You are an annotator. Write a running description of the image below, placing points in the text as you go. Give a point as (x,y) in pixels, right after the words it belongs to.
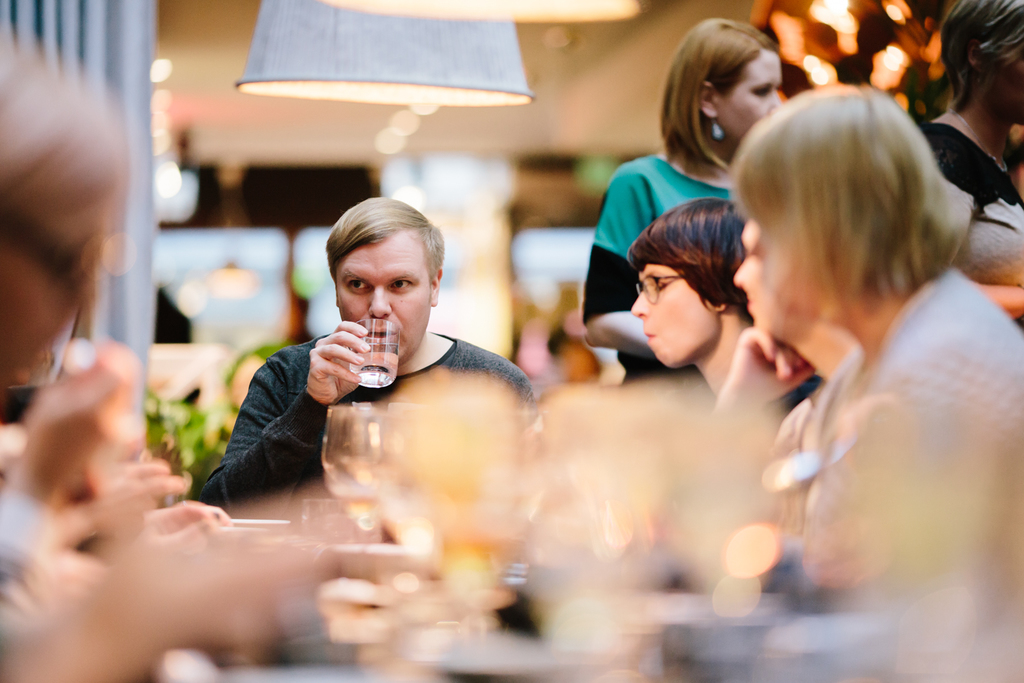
In the foreground of this image (312,630), there are persons (68,414) sitting around the table (838,647), where we can see blurred glasses (404,522) and few objects (769,638) on it. In the background (982,156), there are two women (762,114) standing, blurred objects (345,197) in the background (325,190) and lamps (411,54) on the top (444,27).
